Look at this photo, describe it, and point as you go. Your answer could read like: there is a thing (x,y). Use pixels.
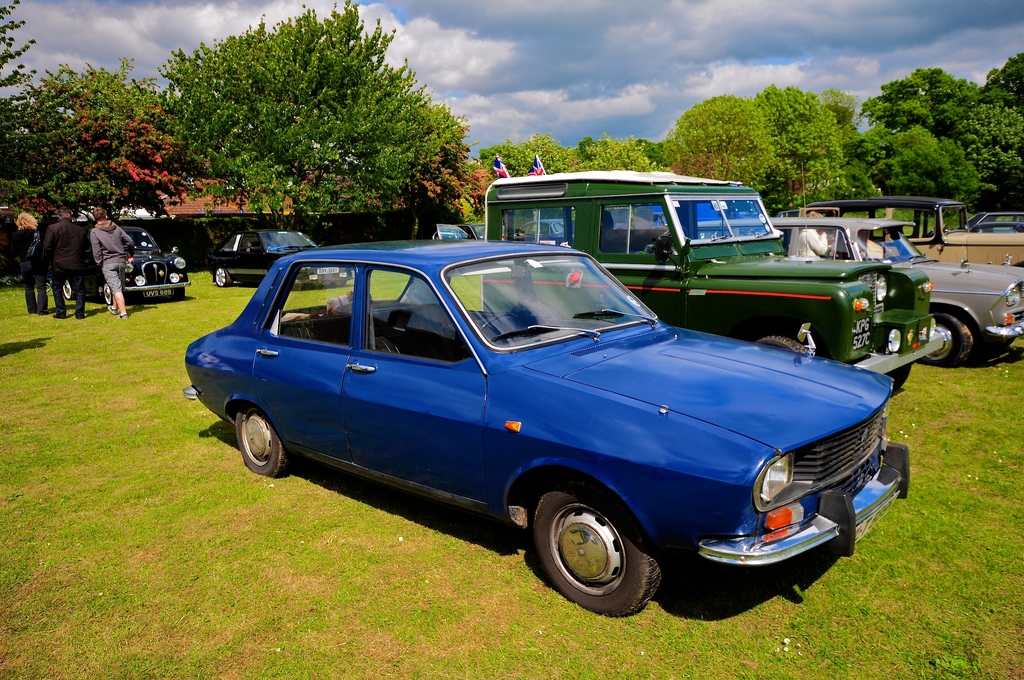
In the foreground (213,307) I can see fleets of cars (575,376) on grass (242,512), flag poles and four persons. In the background (359,234) I can see fence (359,234), trees (435,176) and the sky (556,114). This image is taken may be in a park (482,604).
